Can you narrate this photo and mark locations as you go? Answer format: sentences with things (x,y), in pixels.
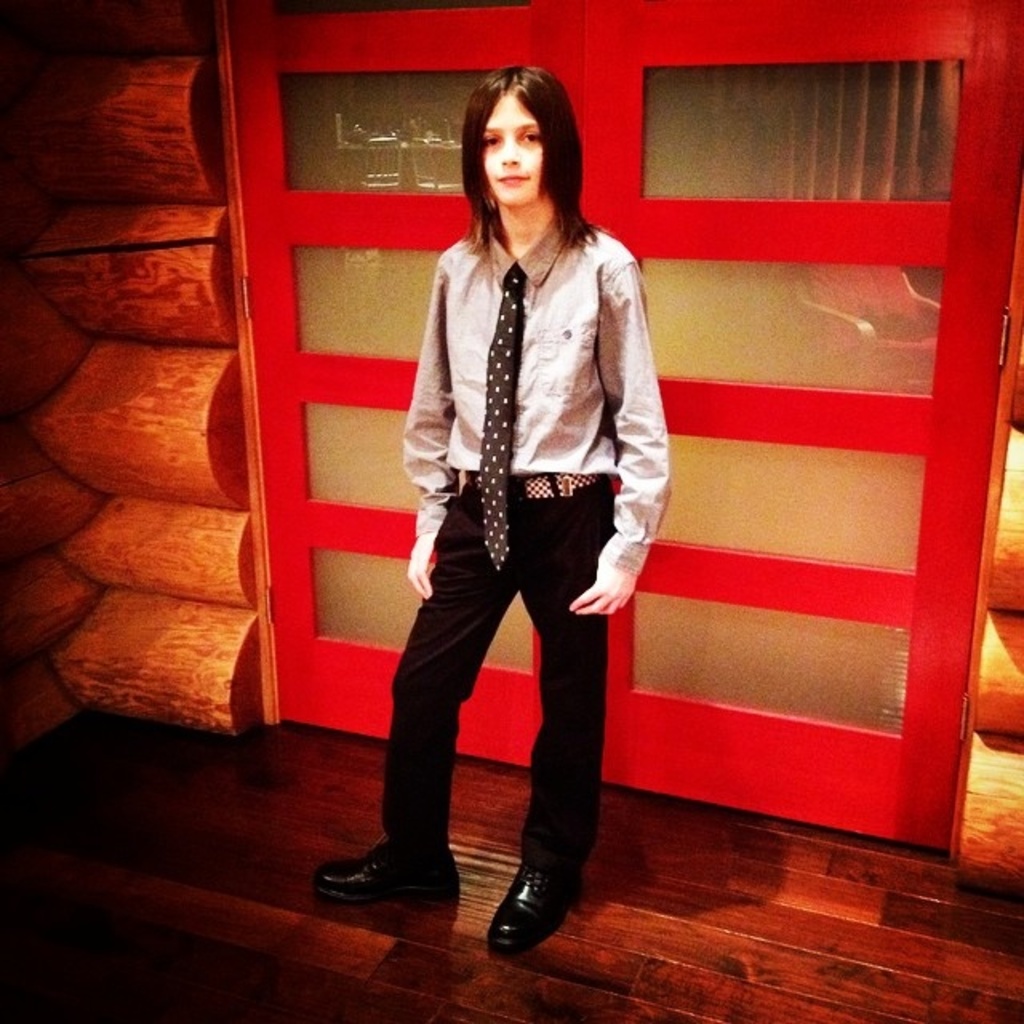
A person (556,257) is standing wearing a shirt (589,369), black trouser (571,520) and a tie (494,556). There is a wooden surface (161,931). There is a wooden wall (130,619) and a red door (727,386).
